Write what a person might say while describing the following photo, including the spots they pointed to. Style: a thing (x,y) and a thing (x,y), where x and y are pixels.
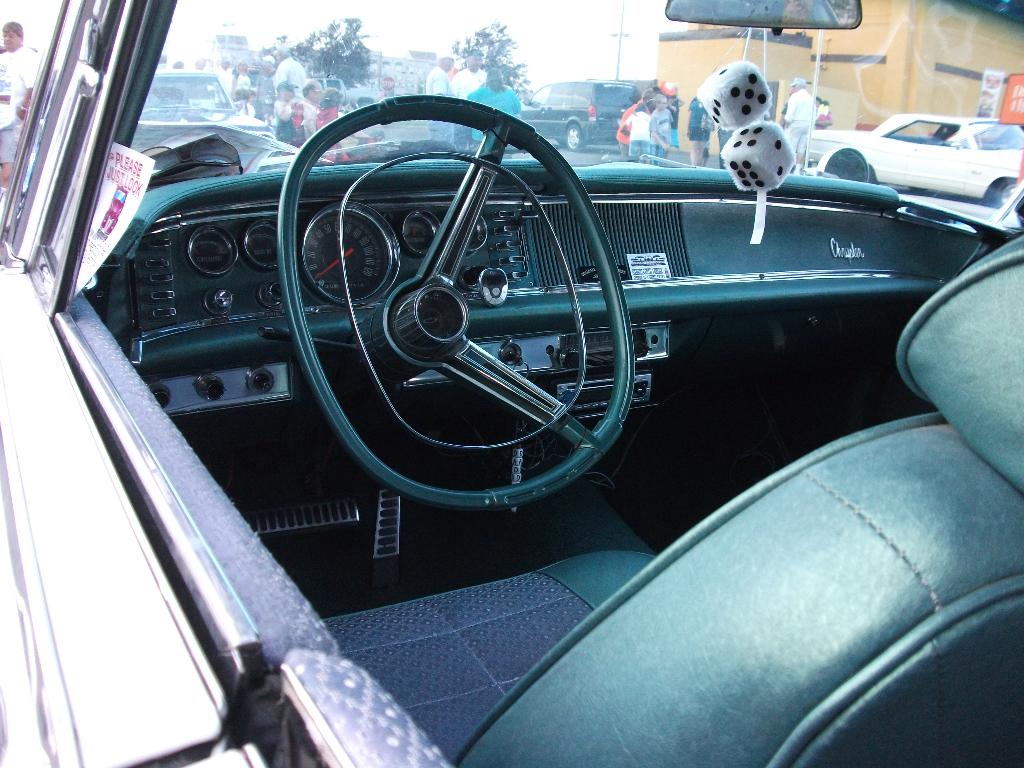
In this picture we can see a steering (449,251), speedometer (351,290), seat (524,597), dices (707,88), glass (563,52), some objects (136,172) and from the glass (328,119) we can see a group of people (328,119), vehicles (609,105), trees (290,49), building (730,29), pole (618,59), posters (988,80) and in the background (585,26) we can see the sky (416,43).
